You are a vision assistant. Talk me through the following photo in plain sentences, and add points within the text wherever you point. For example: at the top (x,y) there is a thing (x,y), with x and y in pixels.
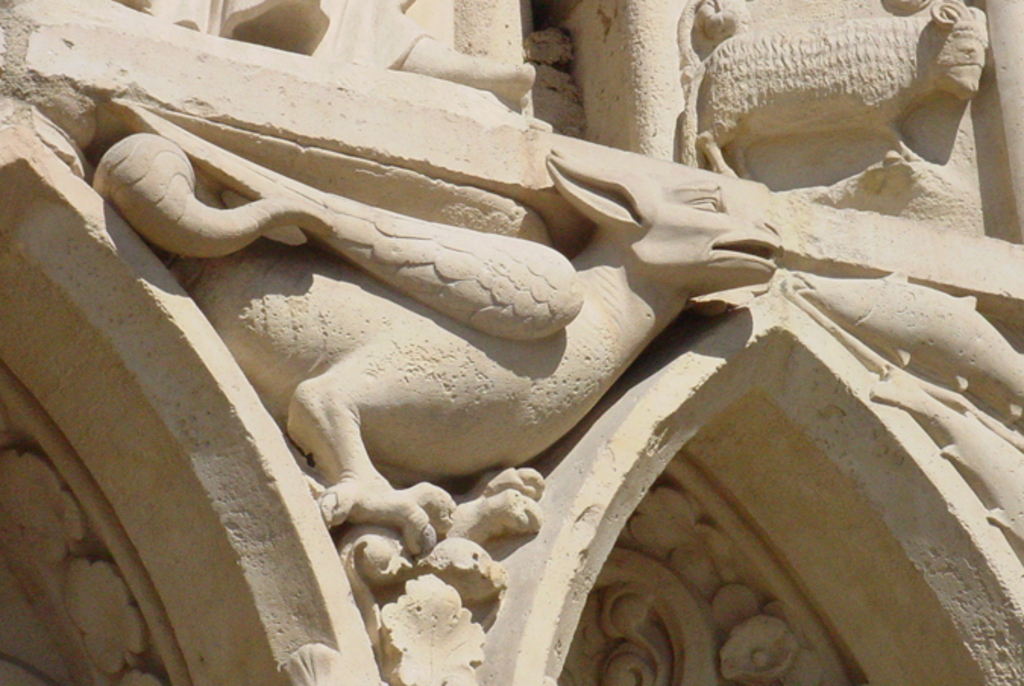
In this image we can see sculptures (543,248) on the wall (547,231).
